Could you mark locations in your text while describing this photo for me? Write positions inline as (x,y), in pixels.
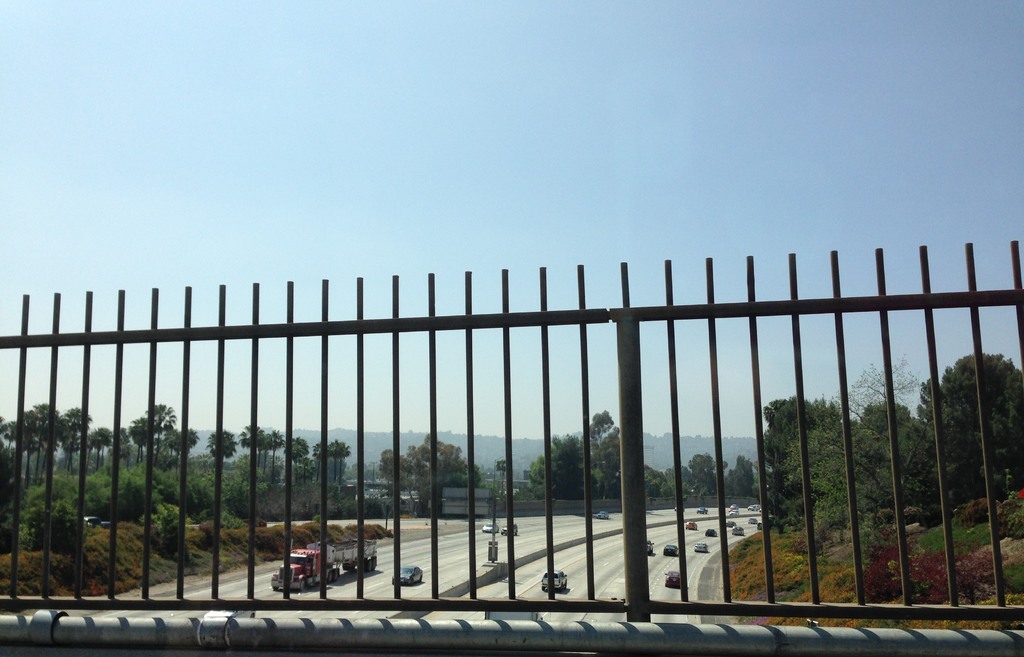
There is a fencing (1017,613) near a pipe (976,639). In the background (245,588), there are vehicles (316,552) on the road (526,590), there are trees (713,473), plants (122,521) and grass (126,529) on the ground (839,552), there is a mountain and there is blue sky (602,95).
